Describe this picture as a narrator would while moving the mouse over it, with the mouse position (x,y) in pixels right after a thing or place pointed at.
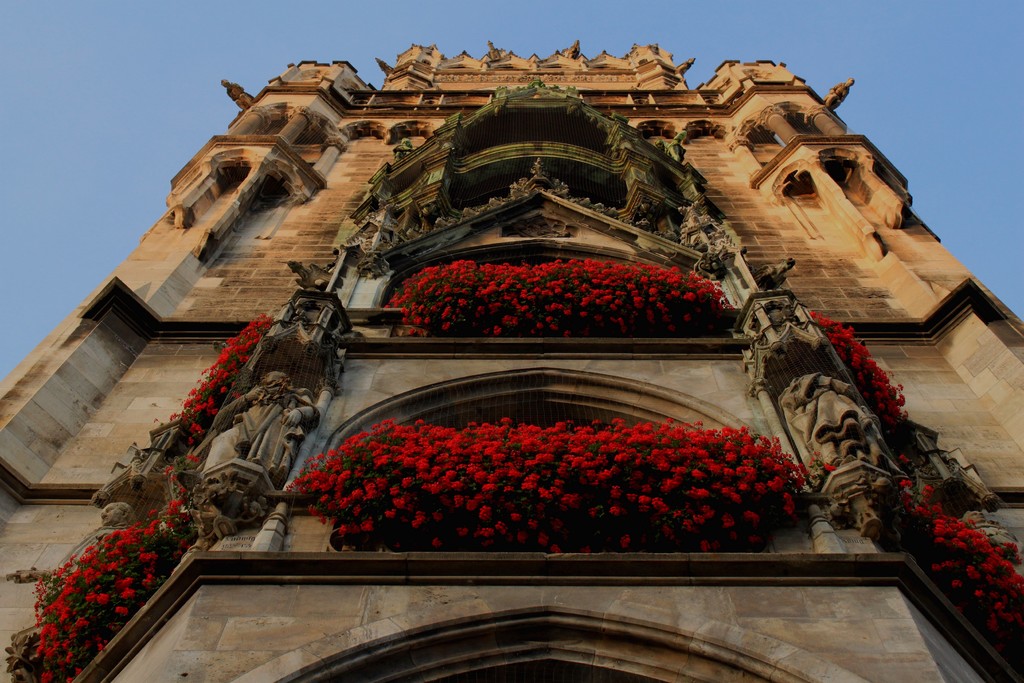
In this picture, there is a castle (420,380) with statues (669,160) and flowers (494,315). In the background (915,98), there is a sky (898,97).
